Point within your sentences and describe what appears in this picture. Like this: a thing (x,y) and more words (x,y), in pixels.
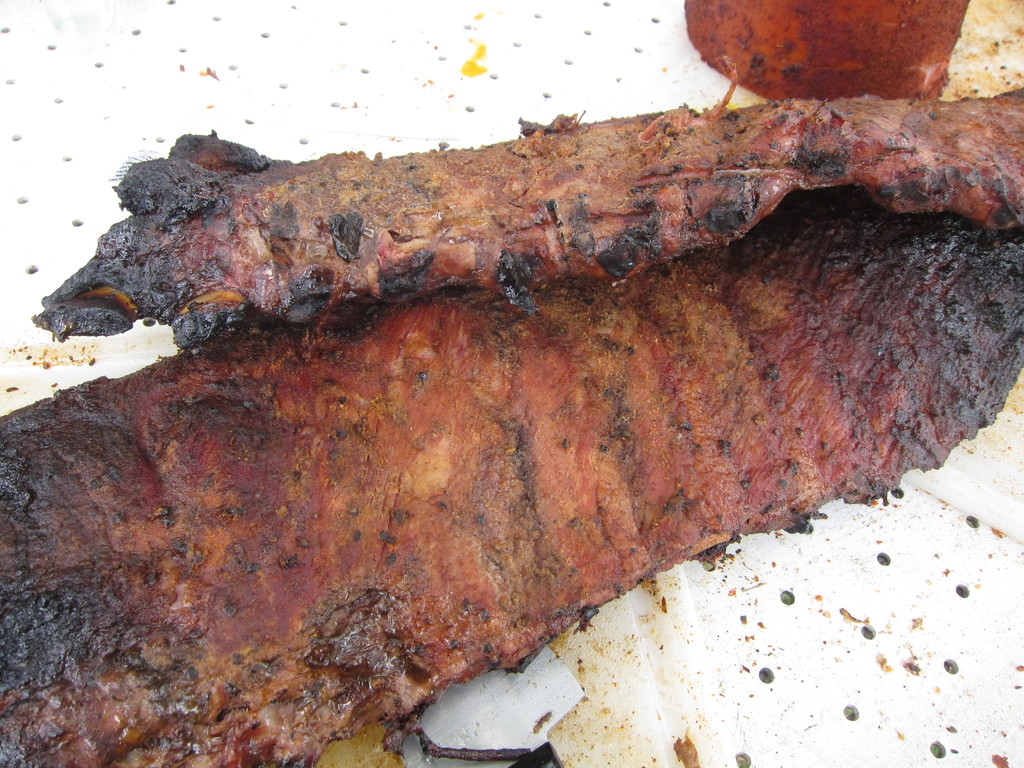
In this picture we can see meat (394,545) and a white surface (738,619).
